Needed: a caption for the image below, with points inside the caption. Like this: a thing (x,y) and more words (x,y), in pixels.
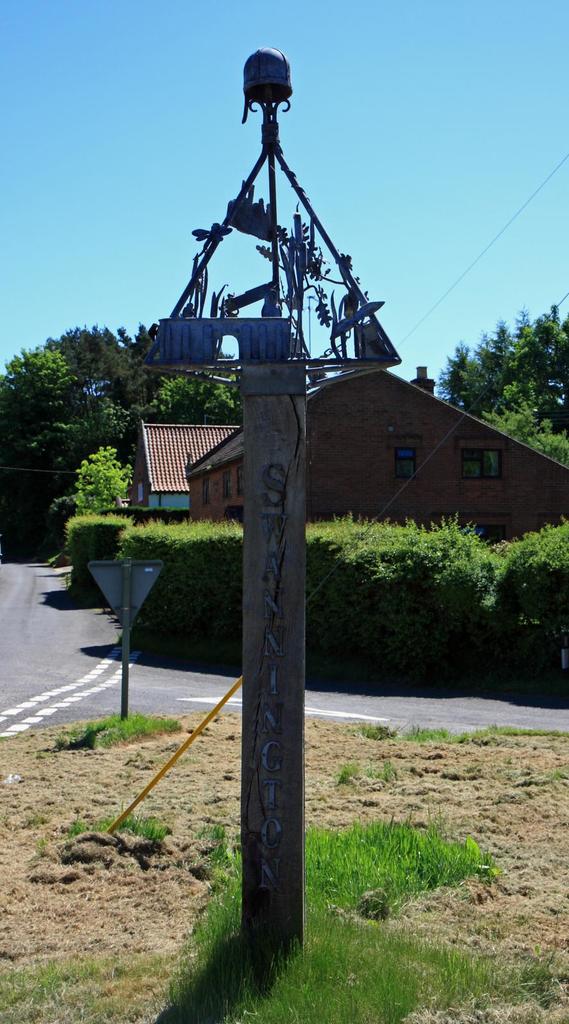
In this picture we can see a pole (270,559) and behind the pole (270,559) there are trees (18,452), houses (527,506), cable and a sky (411,223).
